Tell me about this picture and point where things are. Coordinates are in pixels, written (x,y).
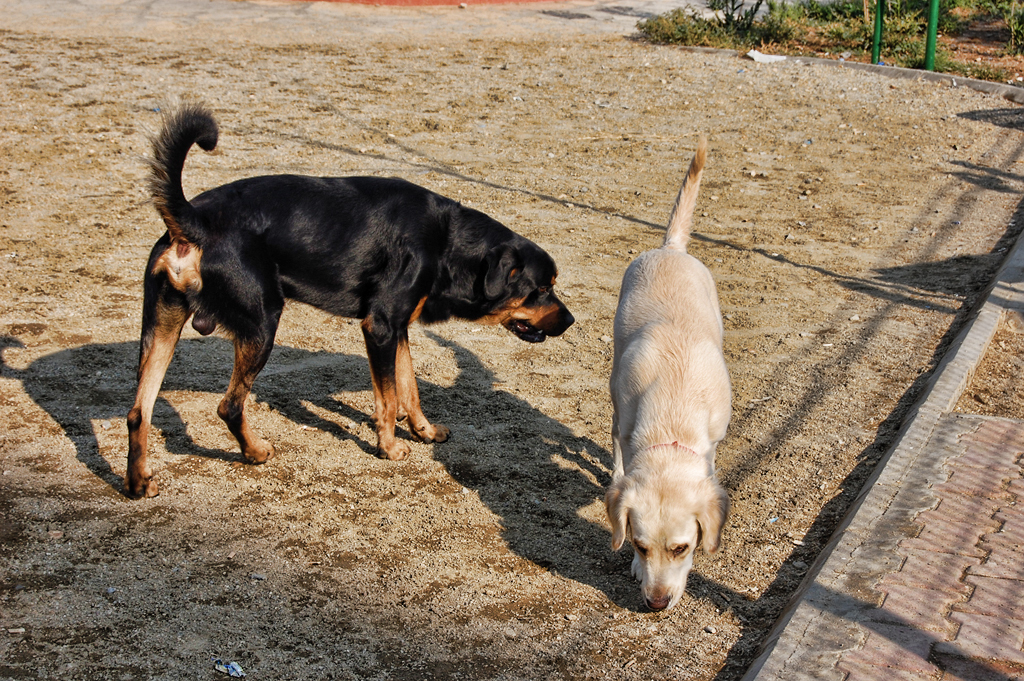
In this picture we can see couple of dogs (660,426), in the background (886,27) we can find few plants (853,39) and metal rods (931,35).
